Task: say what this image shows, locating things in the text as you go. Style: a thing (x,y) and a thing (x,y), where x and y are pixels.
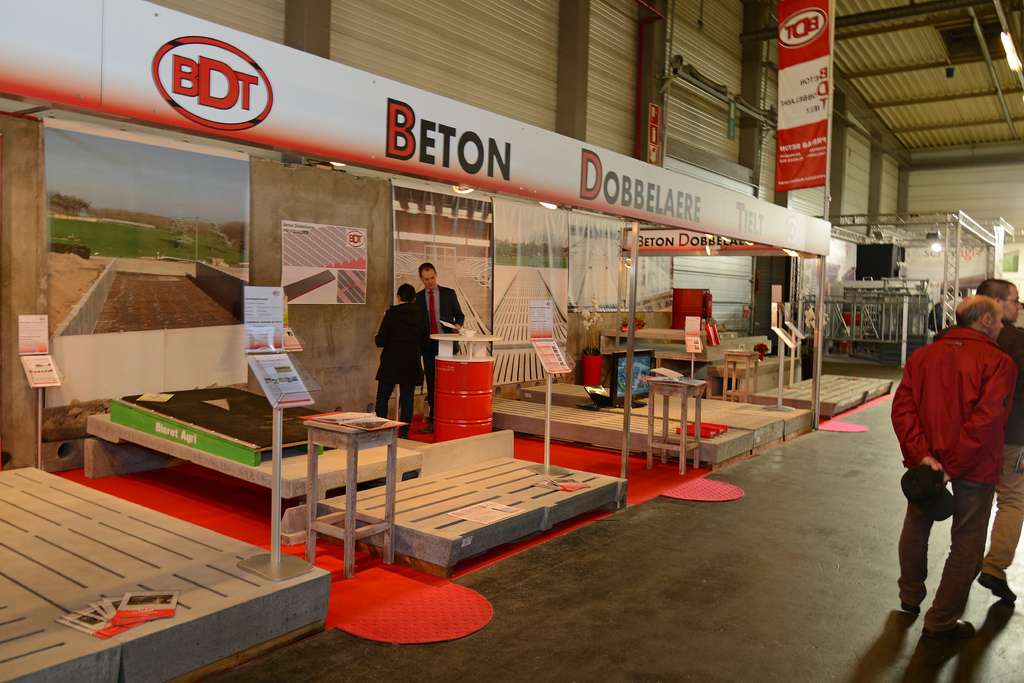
In this image two person (919,514) are walking on the floor (992,519). A person (944,407) wearing a red jacket (921,393) is holding a cap (923,490) in his hand (937,469). A person (434,330) wearing suit (441,294) and tie (436,306) is standing behind the drum (440,384). Beside him there is a person (397,382) standing on the floor (409,437). There are few stools (361,465) and poles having boards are in the stalls (421,399). There are few posters (72,300) attached to the wall (278,231). There is a screen (620,398) on the wooden plank (642,424). Top of image (784,179) a banner (803,168) is attached to the pole (832,99).
